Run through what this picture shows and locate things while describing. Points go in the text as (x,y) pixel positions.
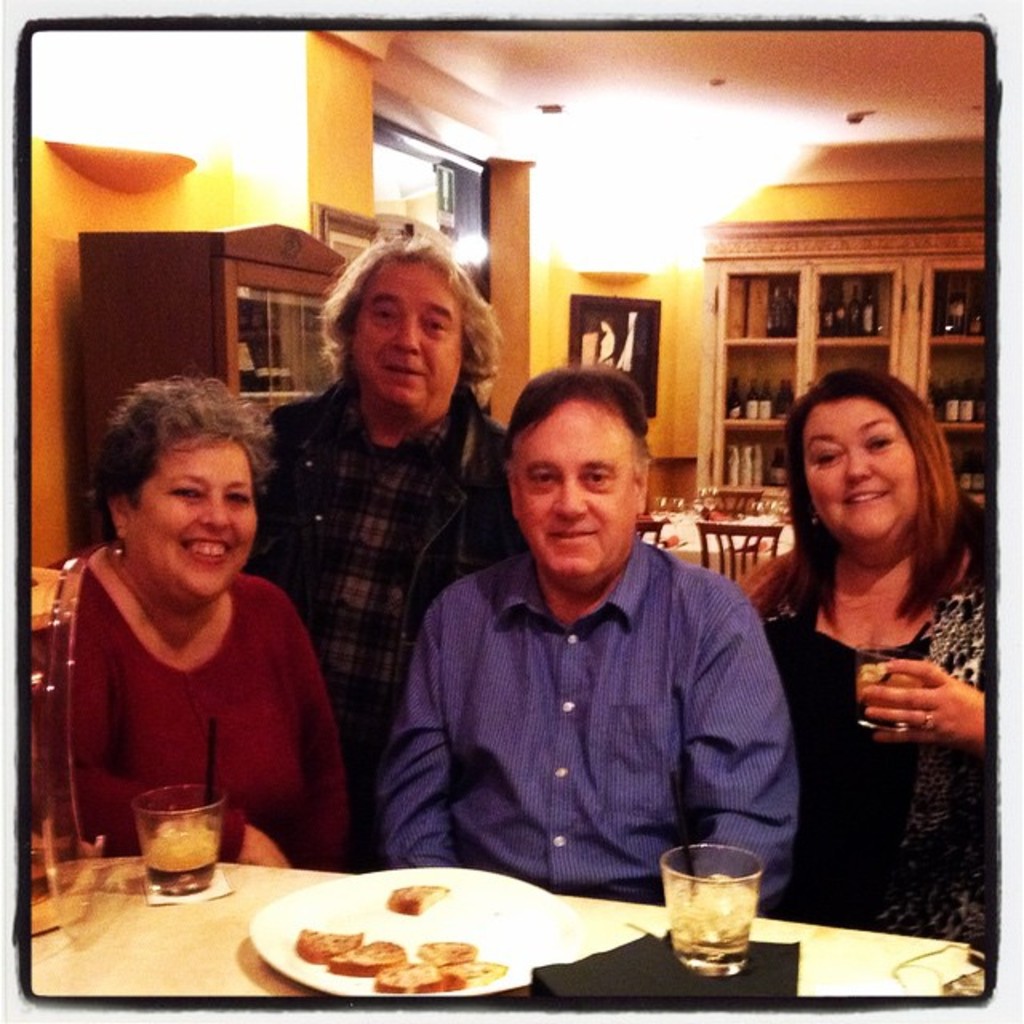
In this picture we can see four people (676,564) three of them are seated on the chair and one person (403,395) is standing, in front of them we can find couple of glasses (205,809) and a plate (541,945) on the table (208,936), in a background we can see couple of bottles (832,329) in the racks (813,320), wall frames (591,306) and couple of lights (475,248).
